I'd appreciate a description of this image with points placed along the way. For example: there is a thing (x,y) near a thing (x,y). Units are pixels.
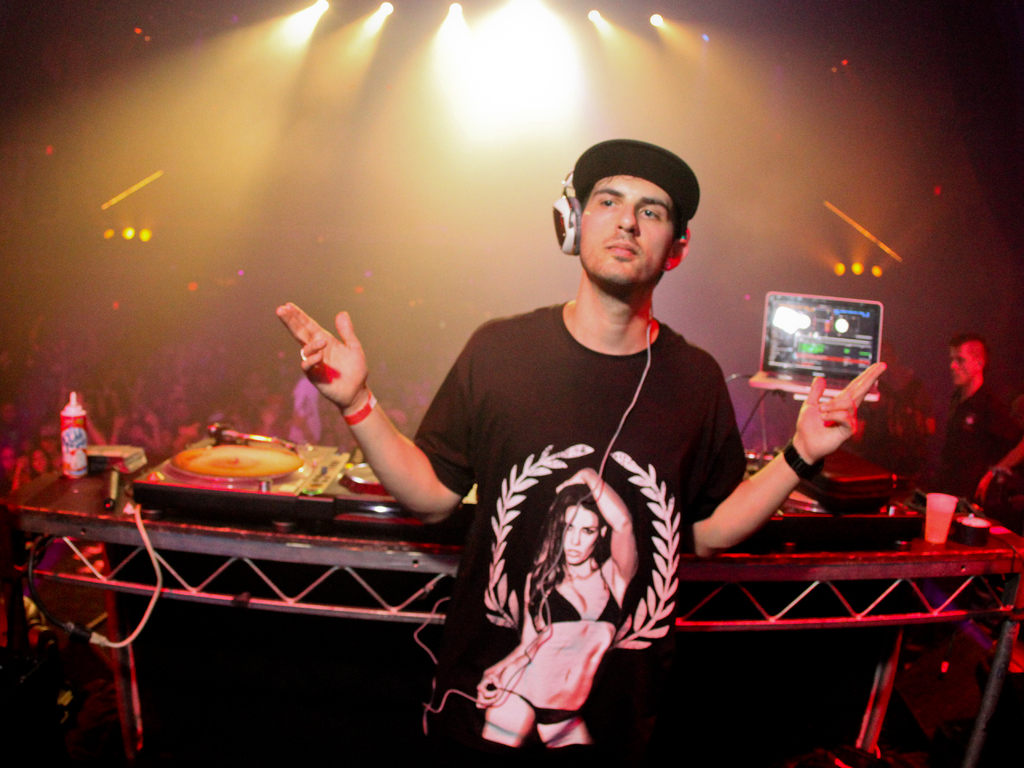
In the image we can see there is a man (622,379) standing and he is wearing cap (690,192) and headsets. There is a laptop (829,336) kept on the table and there are other music system (830,500) kept on the table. There are lightings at the back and background of the image (164,275) is blurred.
